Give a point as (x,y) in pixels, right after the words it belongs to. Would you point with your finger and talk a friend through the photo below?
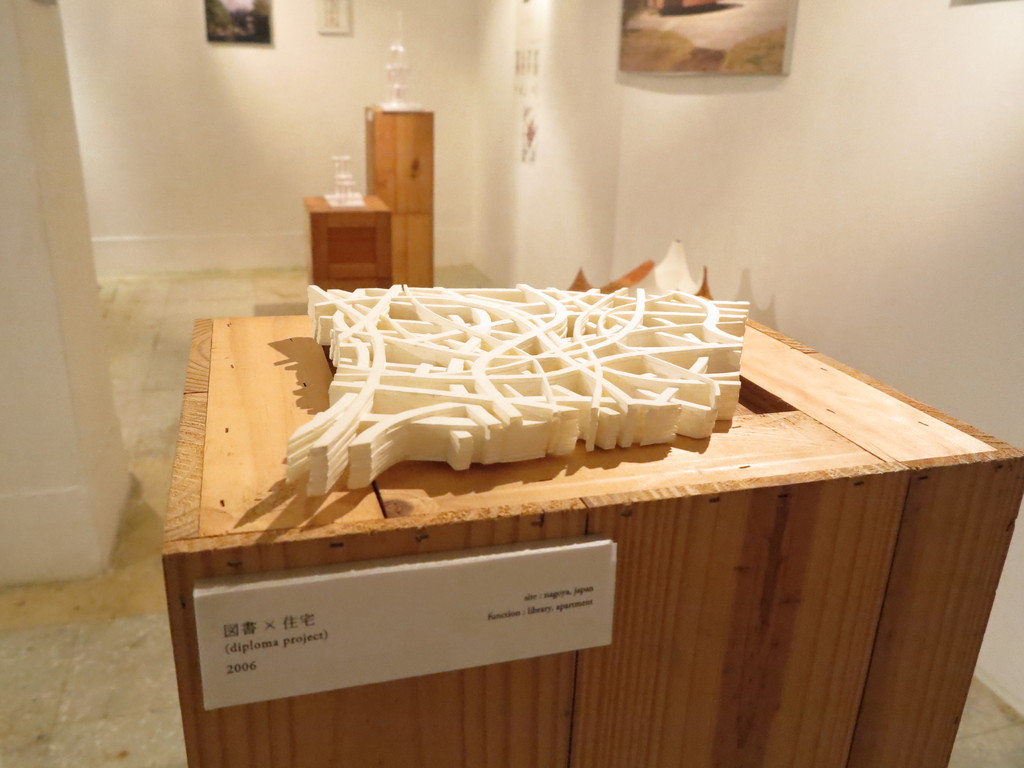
In this picture I can see there is a wooden table (524,519) and there is a white color object (511,424) placed on it. There is a board (257,665) attached to the table (289,490) and there is some information (325,638) on it. In the backdrop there are two other wooden tables (383,201) and there are few objects (405,101) placed on it. On to right (783,91) there is a wall (819,121) with a photo frame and in the backdrop (263,21) there is a photo frame (243,24).
